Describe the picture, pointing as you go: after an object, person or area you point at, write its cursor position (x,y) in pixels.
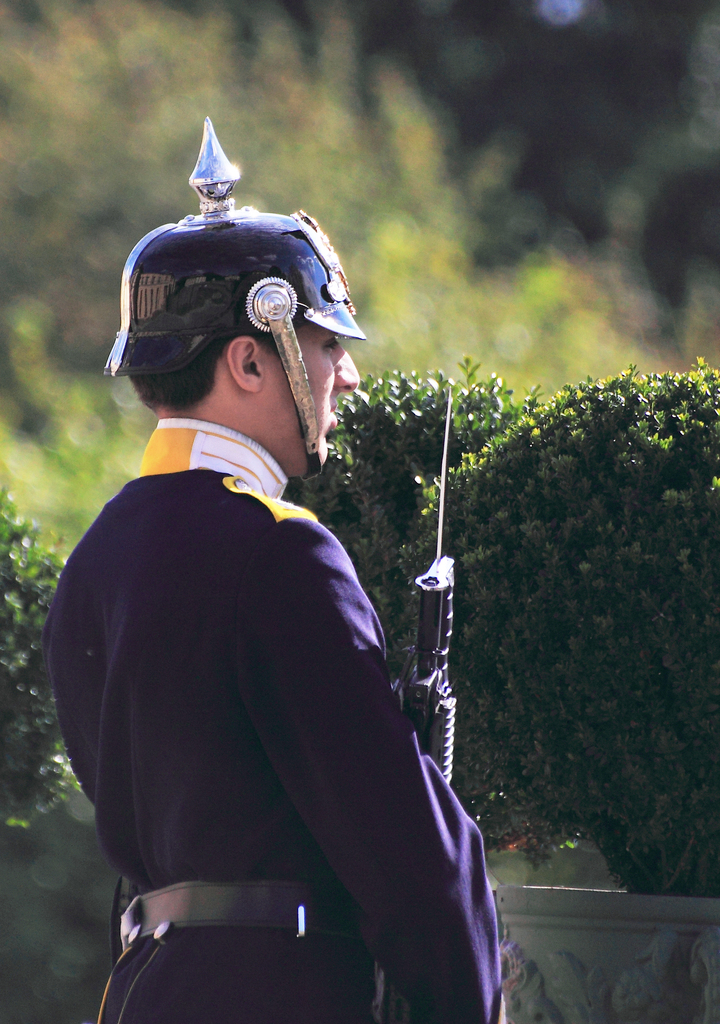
In this image, we can see a man (208,703) standing and he is wearing an object (306,313) on the head (210,349), he is holding an object (443,609), we can see some plants (476,546) and trees (203,58).
